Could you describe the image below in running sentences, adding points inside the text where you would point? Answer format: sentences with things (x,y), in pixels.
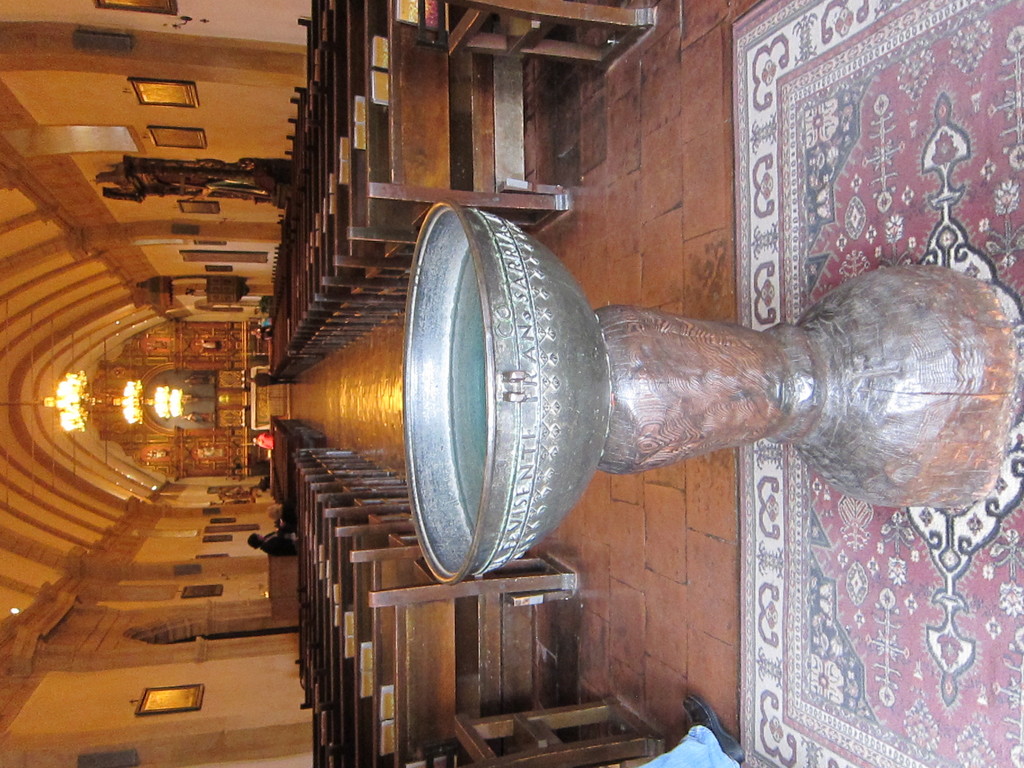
In this image we can see a silver object (493,412) and we can also see benches (284,235), photo frames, arches (65,235), chandeliers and some other objects (253,439).
